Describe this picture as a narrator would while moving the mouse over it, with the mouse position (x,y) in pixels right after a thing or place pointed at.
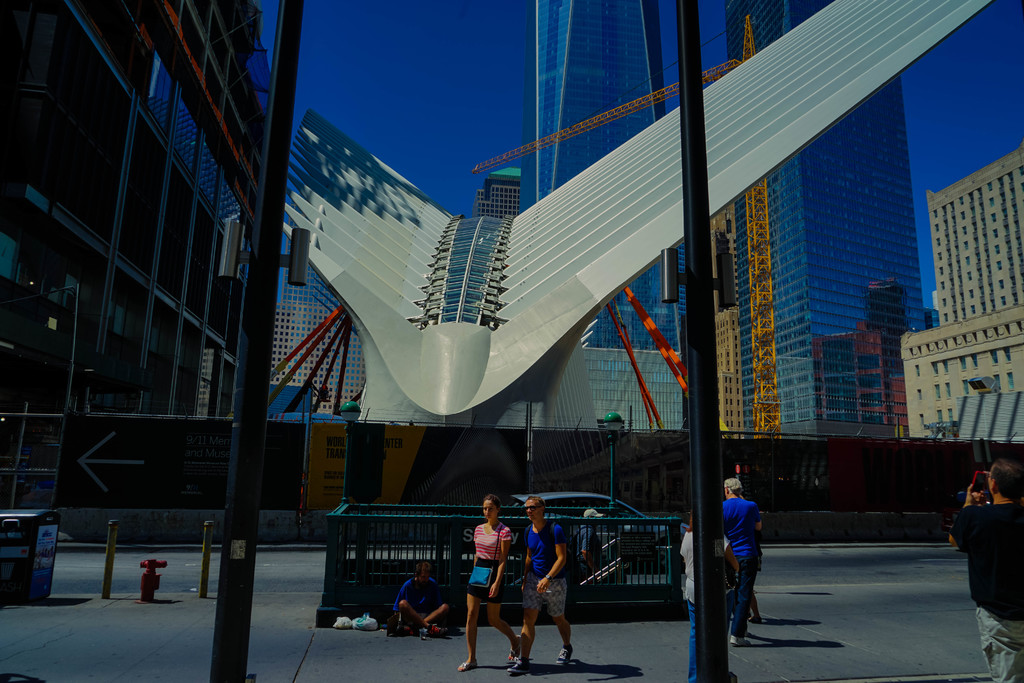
In the picture I can see these people (554,526) are walking on the road (446,672), here I can see the staircase (452,559), a car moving on the road (262,574), we can see poles (703,484), tower buildings (493,212) and the sky (1023,125) in the background (533,177).
